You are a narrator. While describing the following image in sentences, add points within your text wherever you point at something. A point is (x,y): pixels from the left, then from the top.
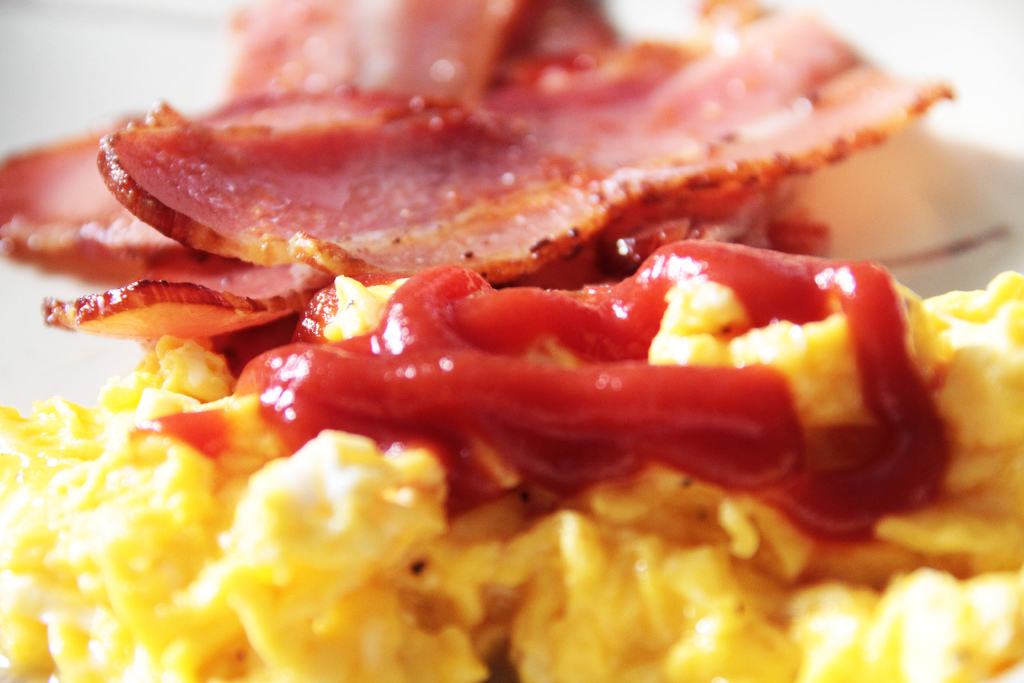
In the picture we can see some food item (279,382).
